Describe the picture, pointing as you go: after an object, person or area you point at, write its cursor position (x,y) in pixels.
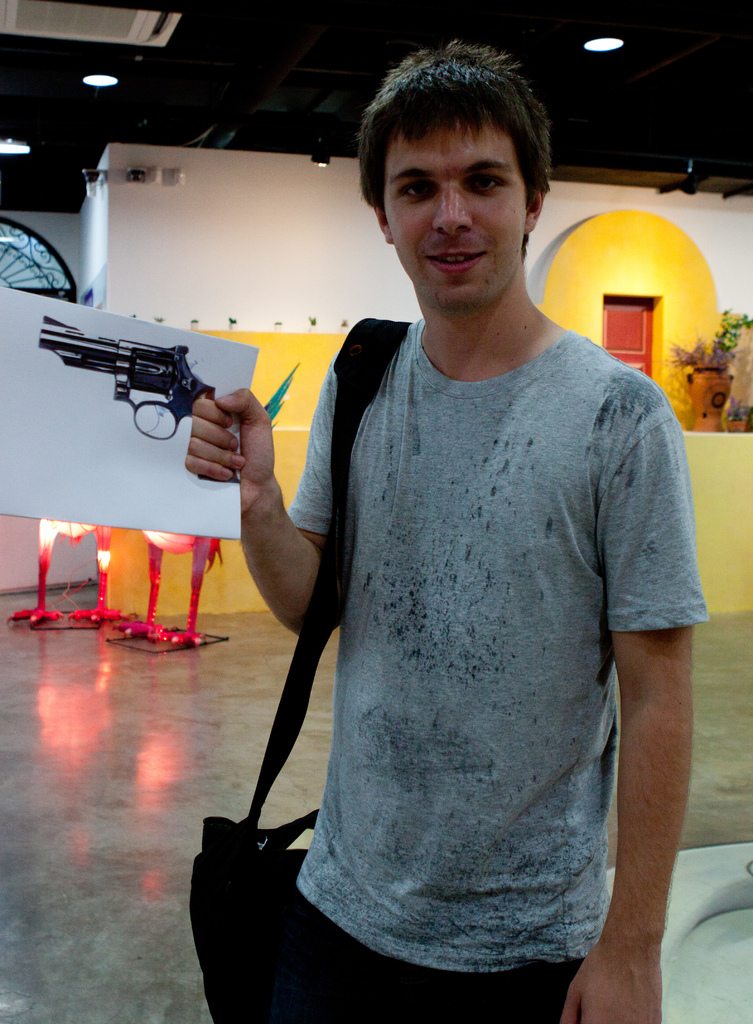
In this image I can see a person (424,261) standing holding paper (169,423) and the person (499,476) is wearing black color bag (236,905), gray color shirt (568,834), black pant (548,972). At the back (235,206) I can see wall (237,215) in white and yellow.
